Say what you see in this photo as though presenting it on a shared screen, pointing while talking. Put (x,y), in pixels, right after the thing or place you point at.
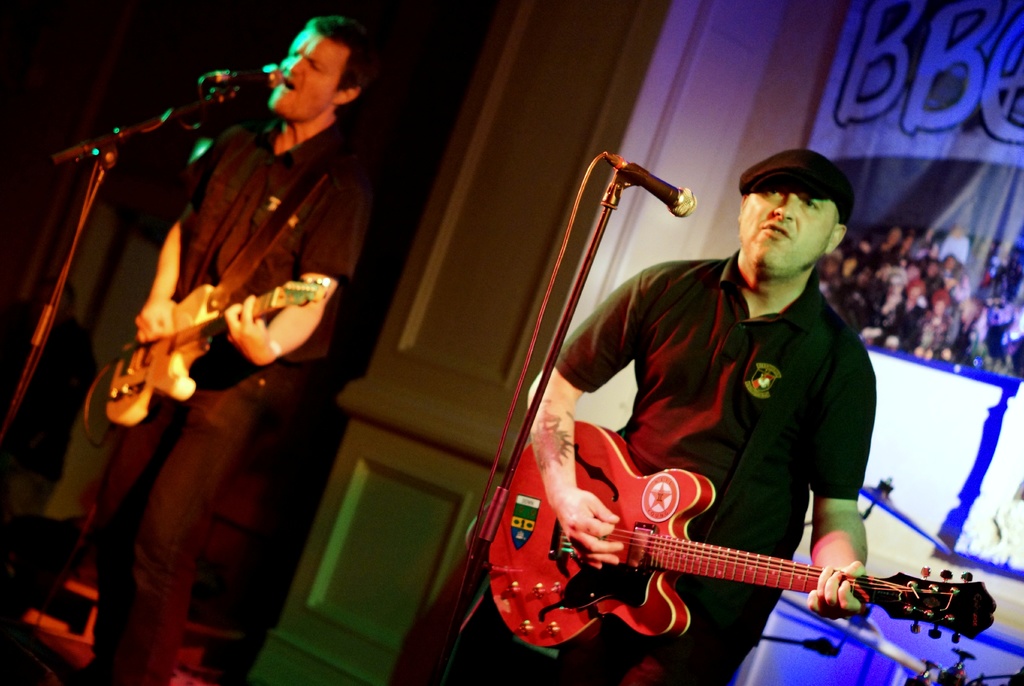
In this picture we can see two man (808,252) holding guitars (150,349) in their hands (263,347) and playing it and singing on mics (690,205) and in background (584,49) we can see wall (629,204), banner (865,274), drums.
